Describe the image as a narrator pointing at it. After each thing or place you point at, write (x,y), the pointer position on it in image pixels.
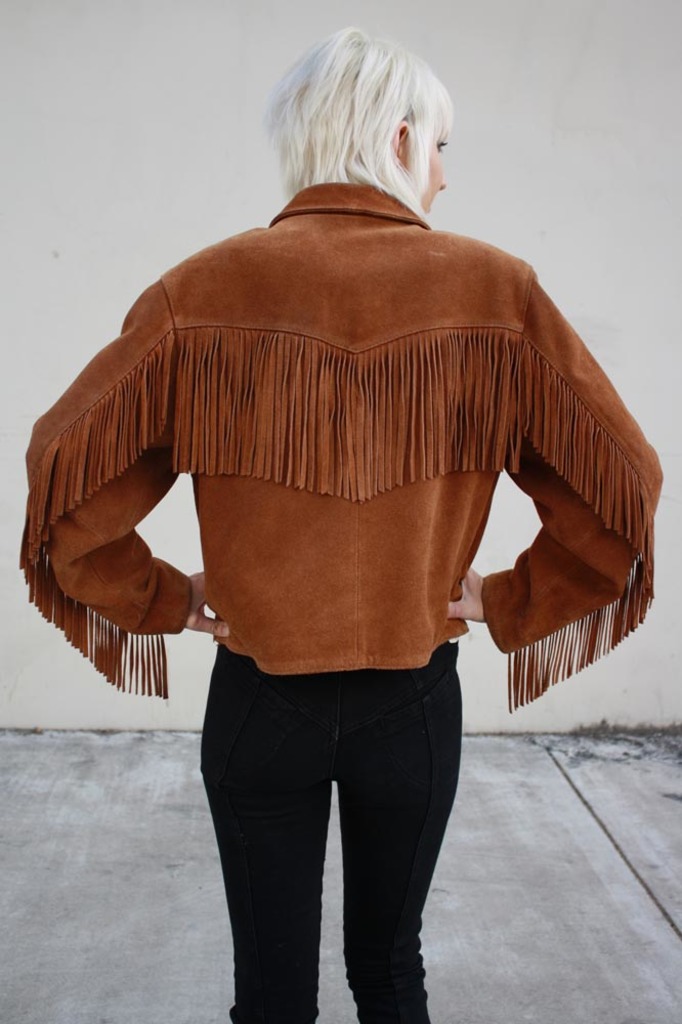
In this picture, we see a woman (470,362) in the brown shirt (401,419) and the black pant (351,778) is standing. She has white hairs (326,129). At the bottom (134,920), we see the floor (455,879). In the background (483,232), we see a white wall (15,468). She might be posing for the photo.
